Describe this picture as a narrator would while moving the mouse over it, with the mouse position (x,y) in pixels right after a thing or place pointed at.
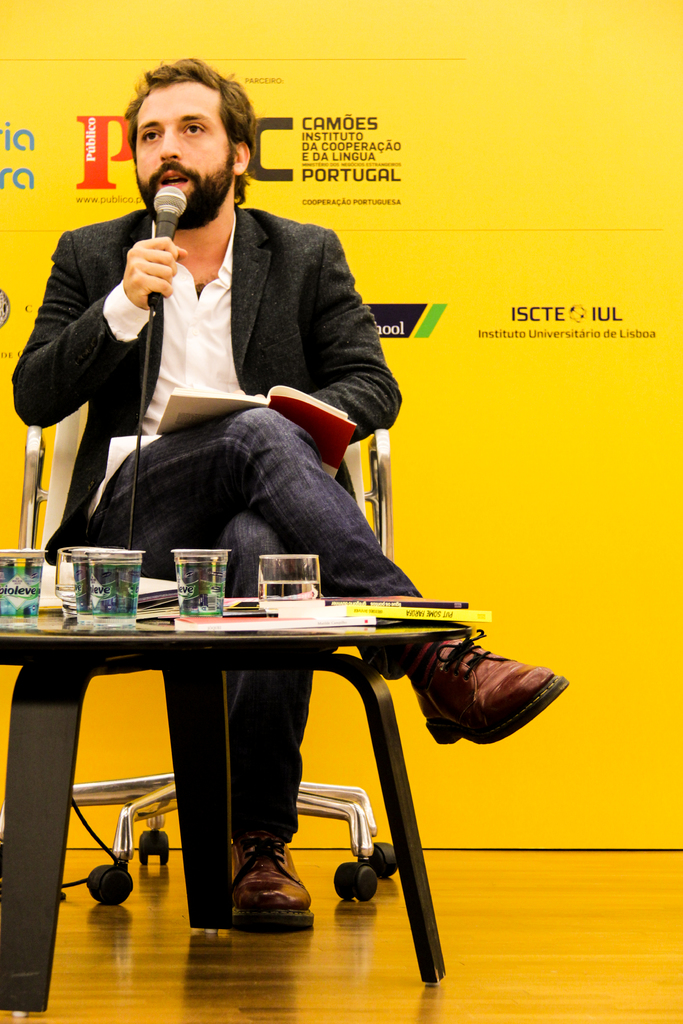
In this image we can see a man (228,301) is sitting on a chair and holding a mic (168,234) in his hand (155,286) and there are books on his thighs (203,460). We can see glasses (184,582) and books (146,579) are on a table (81,669) on the floor (202,1004). In the background (76,87) we can see a hoarding (433,340).
